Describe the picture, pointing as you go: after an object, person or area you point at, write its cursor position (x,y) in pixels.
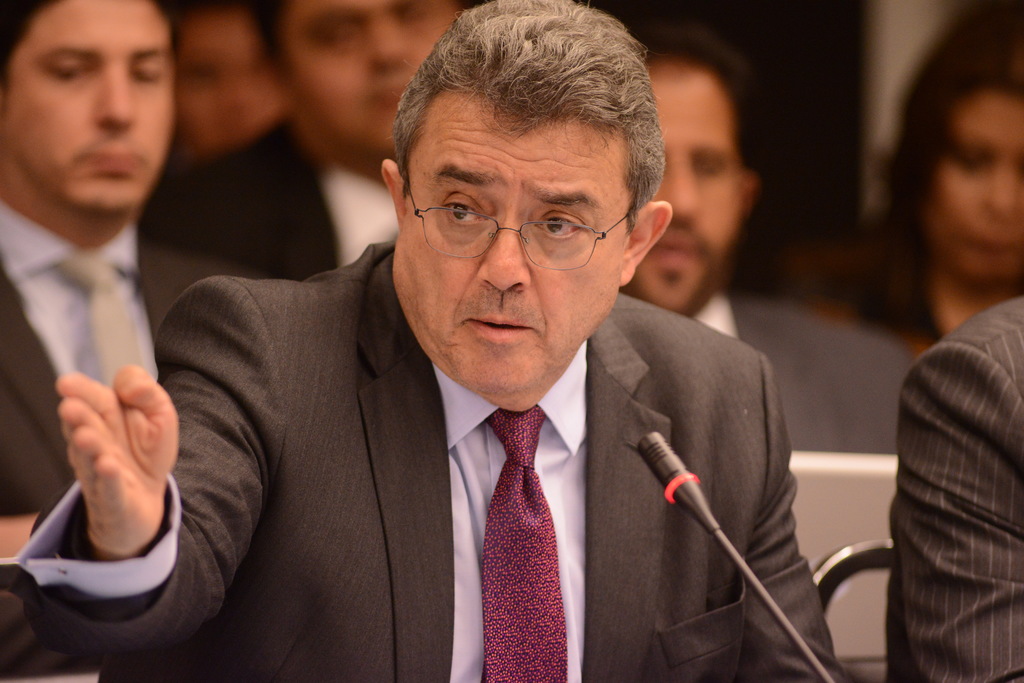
In the foreground of the picture (629,490) there is a person (325,395) wearing suit (616,508), in front of him there is a mic (726,536). On the right (926,529) there is another person's hand (988,558) and chair (855,571). In the background (248,198) there are people (956,189). The background (984,129) is blurred.
